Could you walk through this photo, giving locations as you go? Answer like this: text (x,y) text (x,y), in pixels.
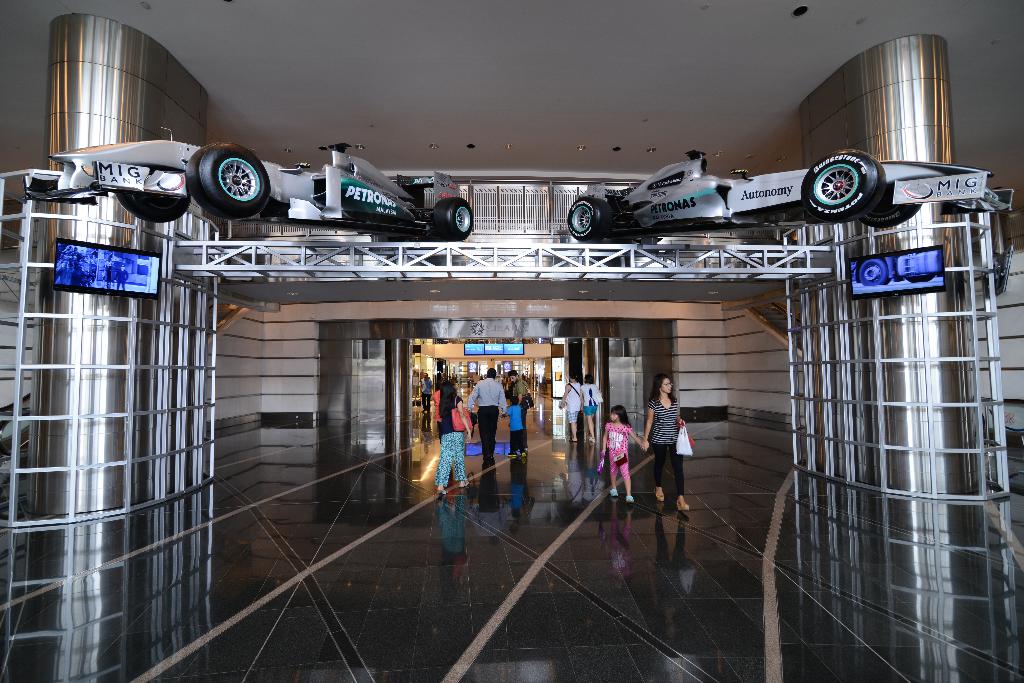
In this there is an entrance of a shopping mall (580,486), people (443,446) are walking in the center (505,441), on either side of the entrance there are two pillars (111,391), for that pillar (868,422) there is an iron frame (261,252) at the top (328,216) there are cars (613,218), on above that there is a ceiling (755,77) and lights (433,149).
